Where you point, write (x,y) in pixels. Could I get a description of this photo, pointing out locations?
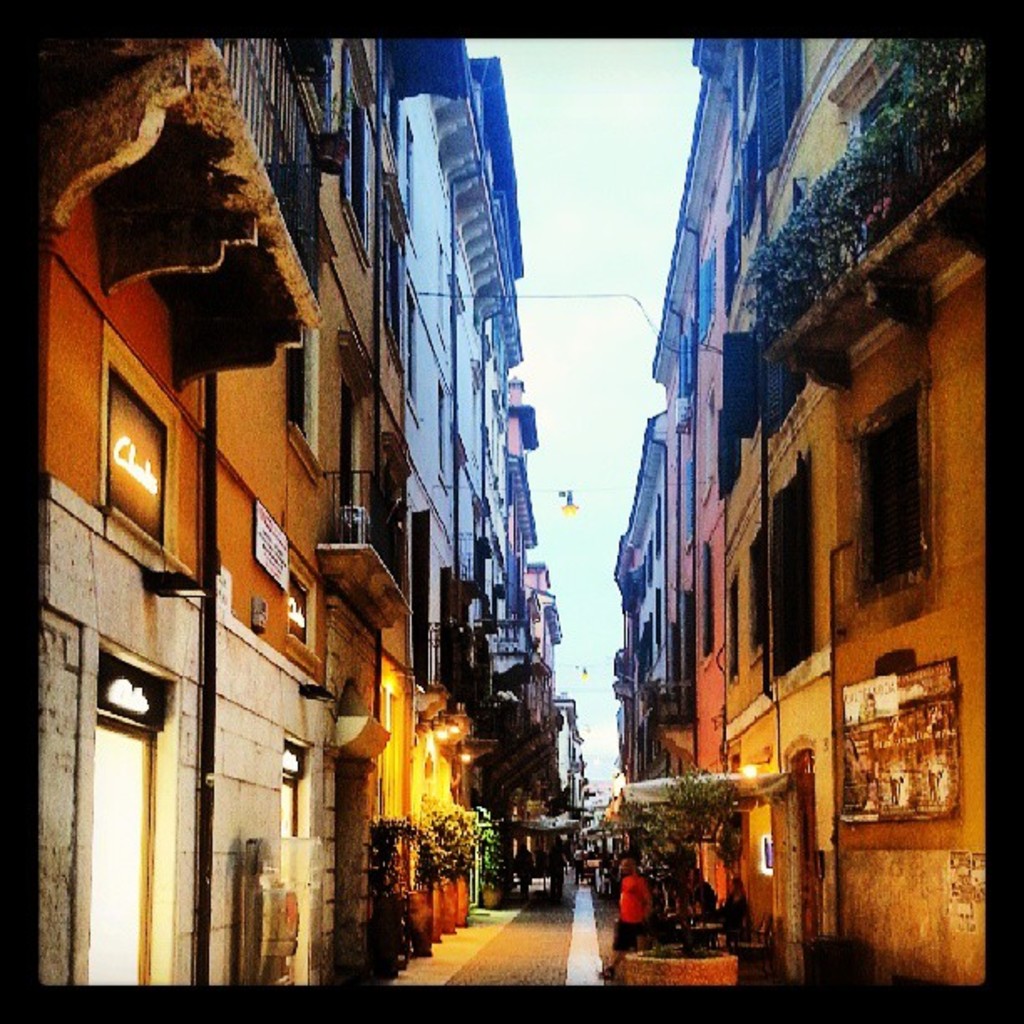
In this picture we can see a person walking on the path (575,965). There are a few plants (665,842) visible on the right (692,846) and left side of the image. We can see a few people (706,887) sitting on the chair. It looks like a tent (672,784). There are a few lights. We can see a board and text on a building (762,881). There are a few plants (970,135) visible in the building (932,537) on the right side (906,61).
